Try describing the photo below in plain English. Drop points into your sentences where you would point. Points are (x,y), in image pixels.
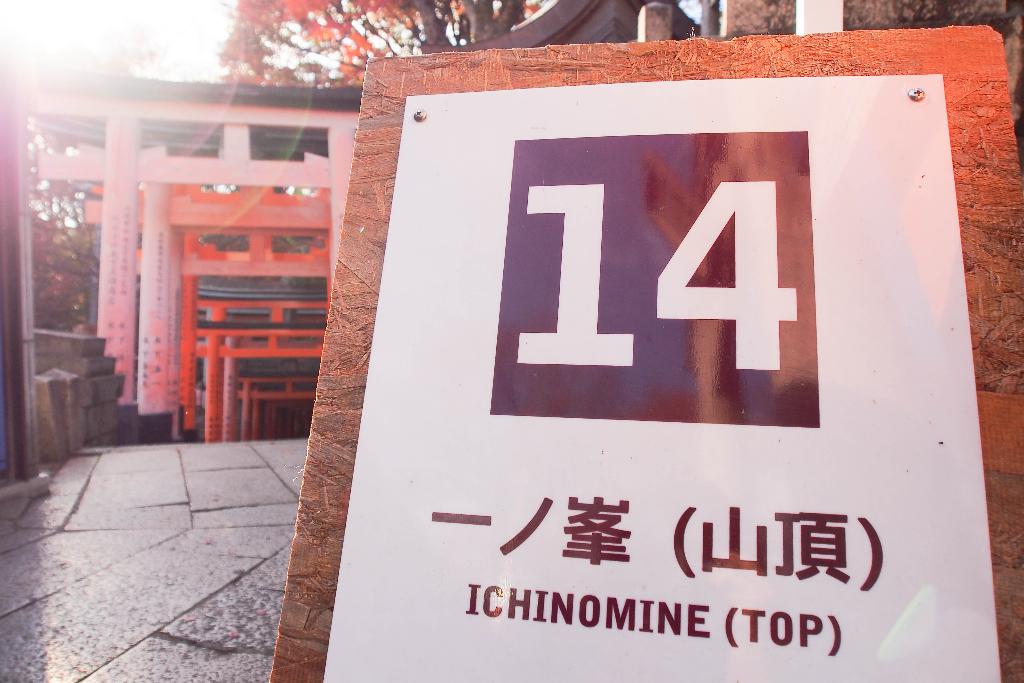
Something written on this white board (787,510). Background (159,323) we can see trees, arches (106,89) and ground (164,525).
